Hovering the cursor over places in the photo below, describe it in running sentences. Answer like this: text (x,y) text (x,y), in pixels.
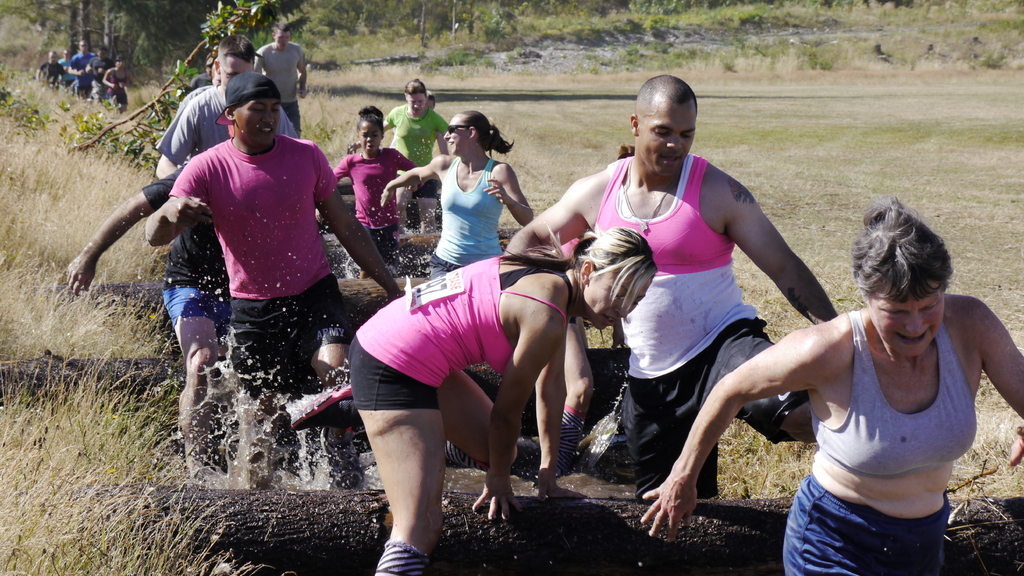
People (277,223) are present. There is water (239,413), a log of wood (246,490) and plants (13,247).
